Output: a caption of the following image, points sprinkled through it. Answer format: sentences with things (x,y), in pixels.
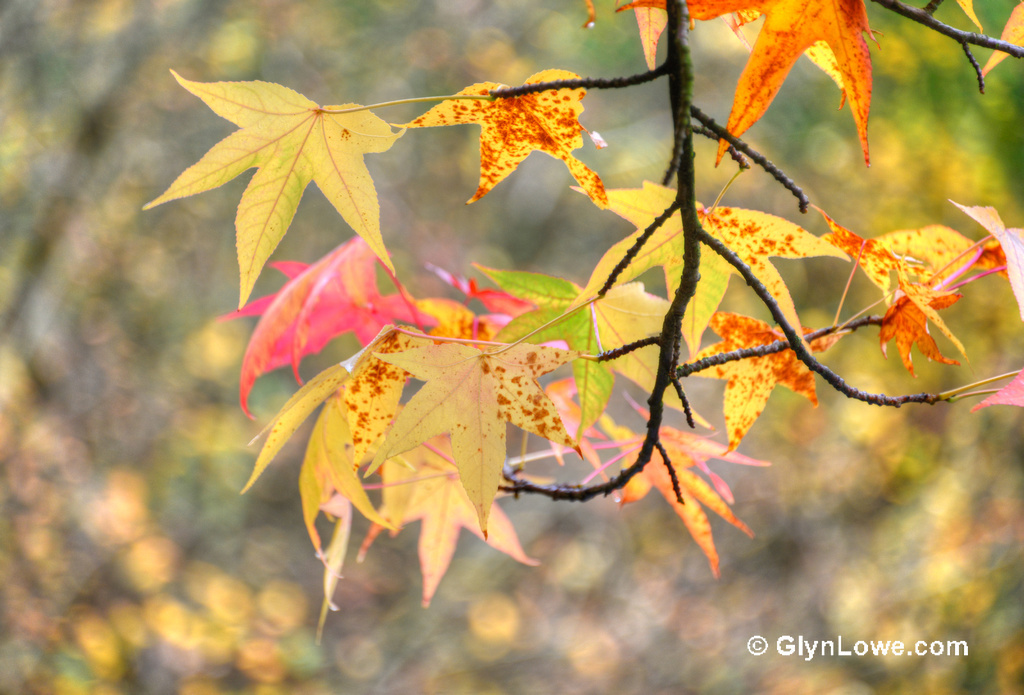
In this image we can see a branch (684,396) of a tree (569,296) with some leaves (480,320), and the background (236,433) is blurred.
